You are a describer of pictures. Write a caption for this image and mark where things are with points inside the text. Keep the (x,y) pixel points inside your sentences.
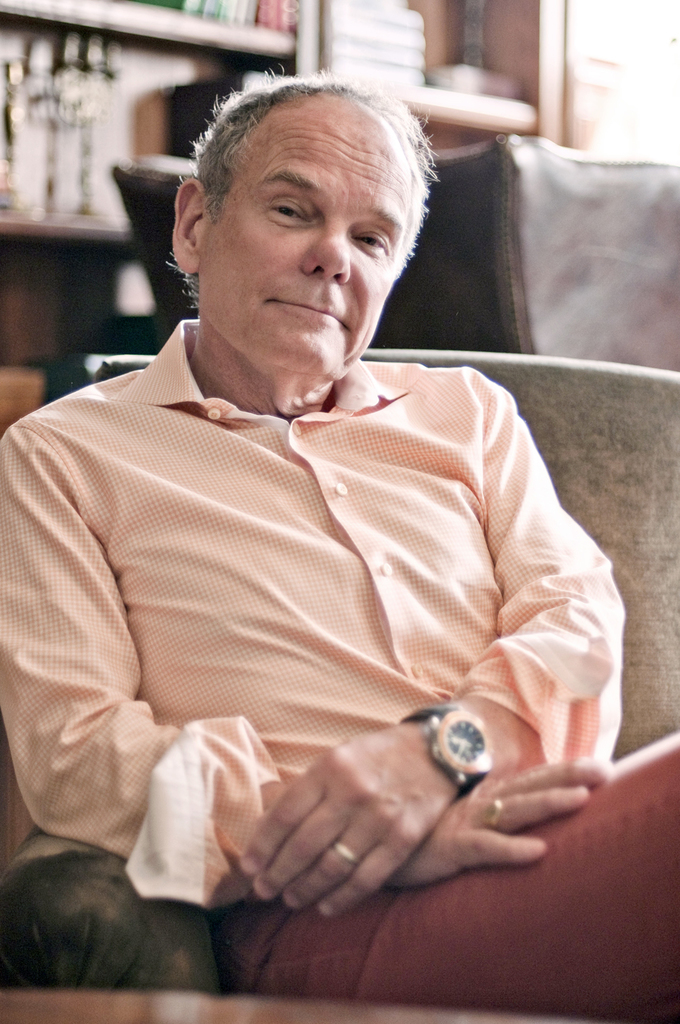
In the center of the image (381,485), we can see a man (256,670) on the couch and in the background (132,83), there are books (216,10) in the shelves (153,69) and we can see an other couch (530,212).
